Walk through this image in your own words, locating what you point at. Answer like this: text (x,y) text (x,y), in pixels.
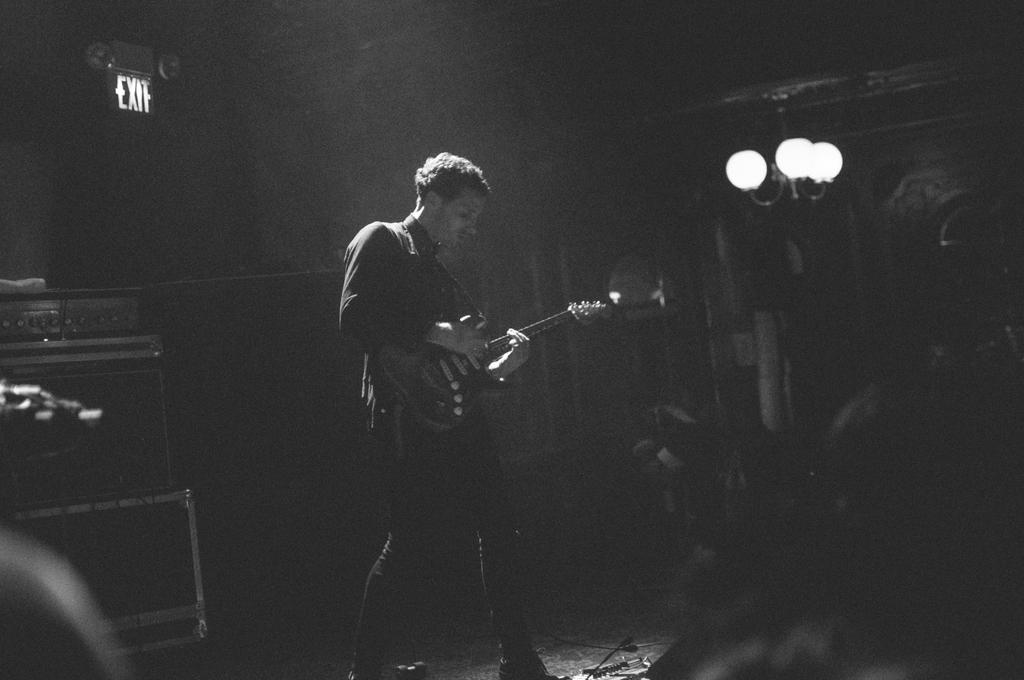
In this image I see a man (529,667) who is holding a guitar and there are lights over here.
